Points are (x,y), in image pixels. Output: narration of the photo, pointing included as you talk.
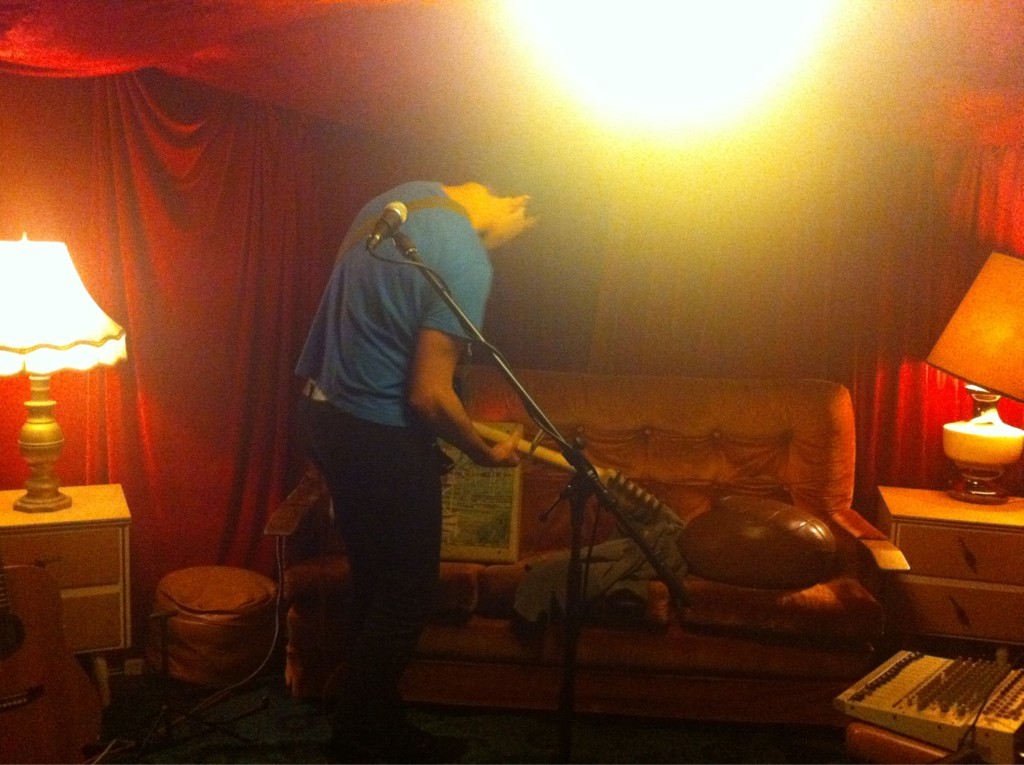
This image is clicked inside a tent (317,140). There is a man (391,434) standing. He is holding a guitar (522,446) in his hand (503,451). In front of him there is a couch (676,439). There are a few objects (755,531) on the couch (604,541). Behind him there is a microphone (394,227) to its stand (571,564). On the either sides of the image there are cabinets (100,537). There are table lamps (61,362) on the cabinets (963,530). In the bottom right (974,691) there is a audio mixer (901,701) on a stool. At the top (661,51) there is the light (603,62).
